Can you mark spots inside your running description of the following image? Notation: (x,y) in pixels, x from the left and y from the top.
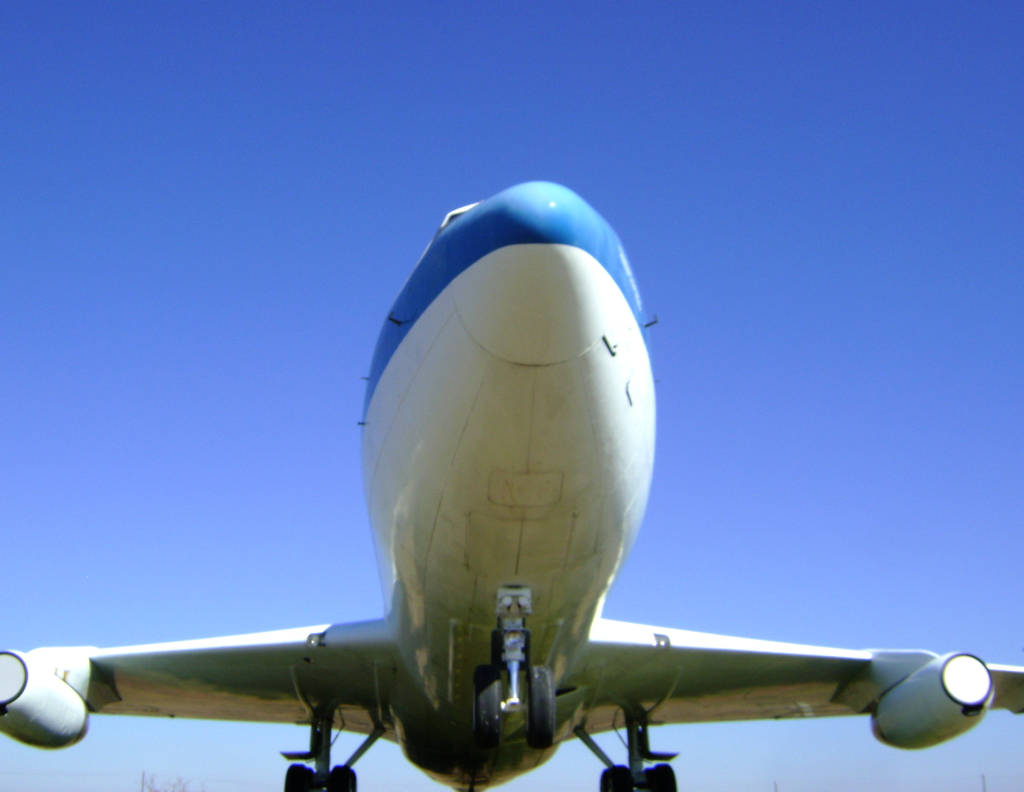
In this picture I can observe an airplane (450,559) in the middle of the picture (483,510). In the background (254,232) I can observe sky (666,153).
